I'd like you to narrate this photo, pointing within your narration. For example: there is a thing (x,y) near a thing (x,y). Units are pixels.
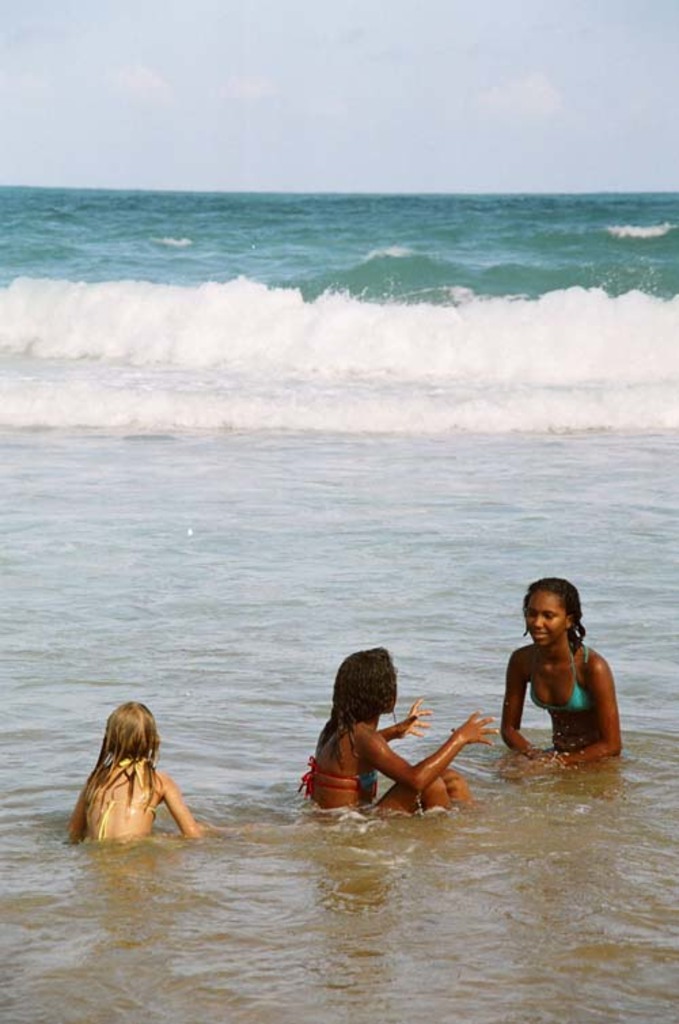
In this image we can see people (161,784) in water (275,763). In the background (365,271) there is a sea (237,274) and sky (295,60).
